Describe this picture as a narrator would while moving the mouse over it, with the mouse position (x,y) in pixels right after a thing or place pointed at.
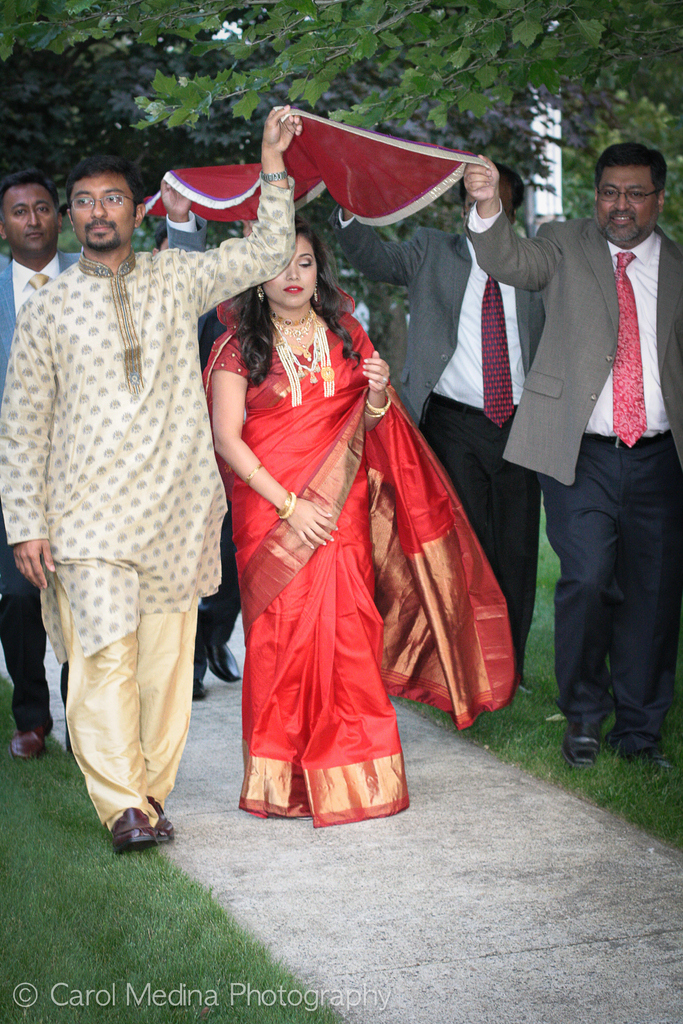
In this image there are some people (127,278) who are walking and they are holding some cloth (200,209), and in the center (331,472) there is one woman (297,645). At the bottom (205,917) there is grass (643,773) and a walkway (409,864), and in the background (459,131) there are some trees (187,94).
